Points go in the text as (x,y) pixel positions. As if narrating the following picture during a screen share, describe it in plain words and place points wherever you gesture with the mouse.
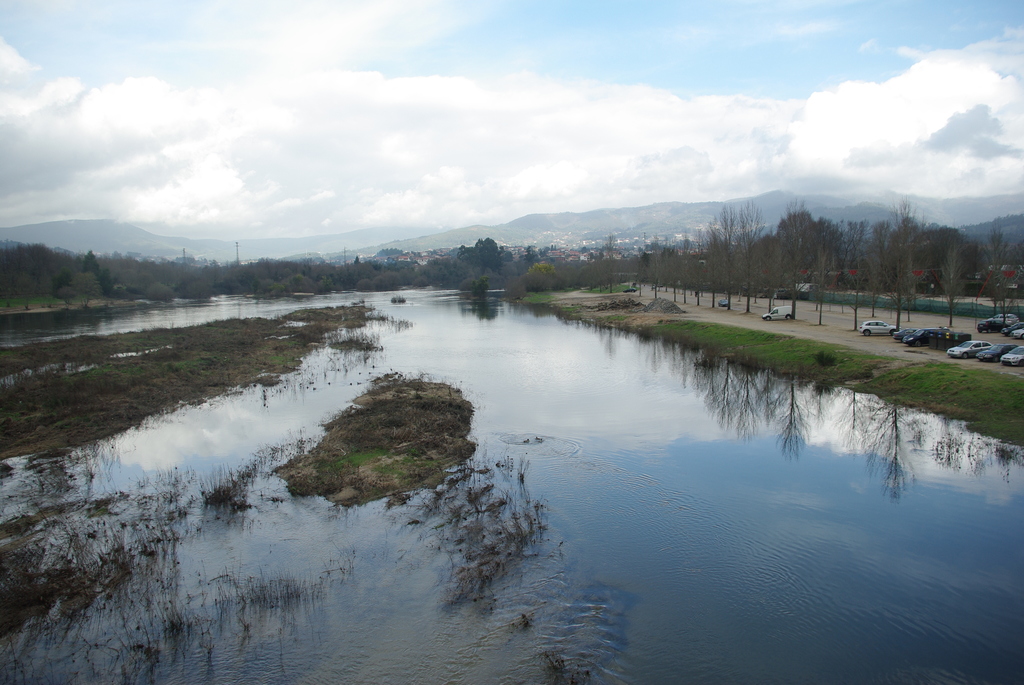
In this image at the bottom (288,501) there is a lake (737,451) grass (342,451) and some plants (329,462), and in the background (246,256) there are mountains (112,253), trees (676,265), poles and on the right side (854,338) there are some vehicles (991,325) and road (695,310). At the top (376,108) there is sky (376,108).
